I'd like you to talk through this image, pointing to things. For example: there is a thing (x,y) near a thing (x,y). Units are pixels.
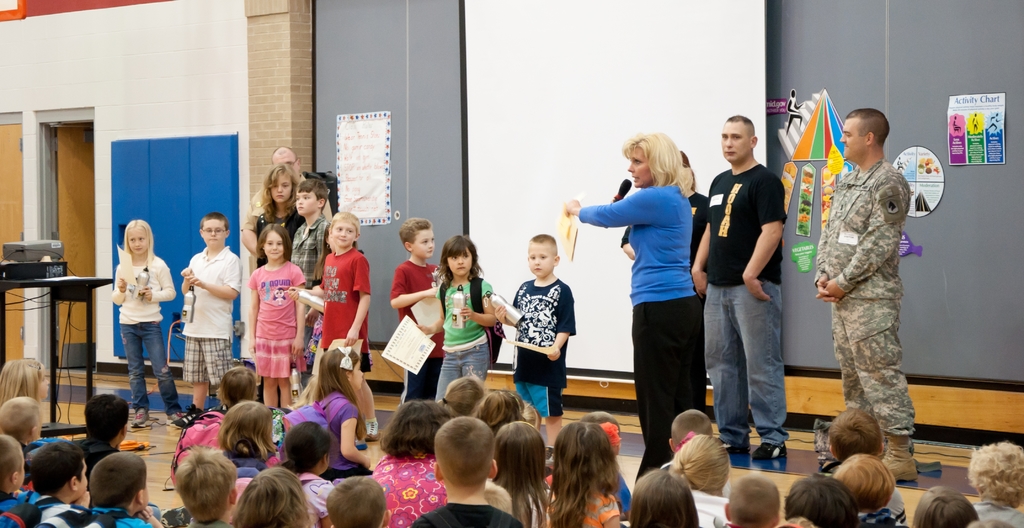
In this image we can see some persons (701,222) standing on the floor (730,458). There is a woman (668,269) holding the papers (571,240) and also the mike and talking. We can also see the kids (204,337) standing and holding the bottles (494,295) and also the certificates (421,339). There are kids (132,477) sitting on the floor (792,478). We can also see the table (56,281) with some objects (45,275). Image also consists of doors (88,221), wall (102,204), board (598,56) and some papers (360,167) attached to the wall (951,175).
